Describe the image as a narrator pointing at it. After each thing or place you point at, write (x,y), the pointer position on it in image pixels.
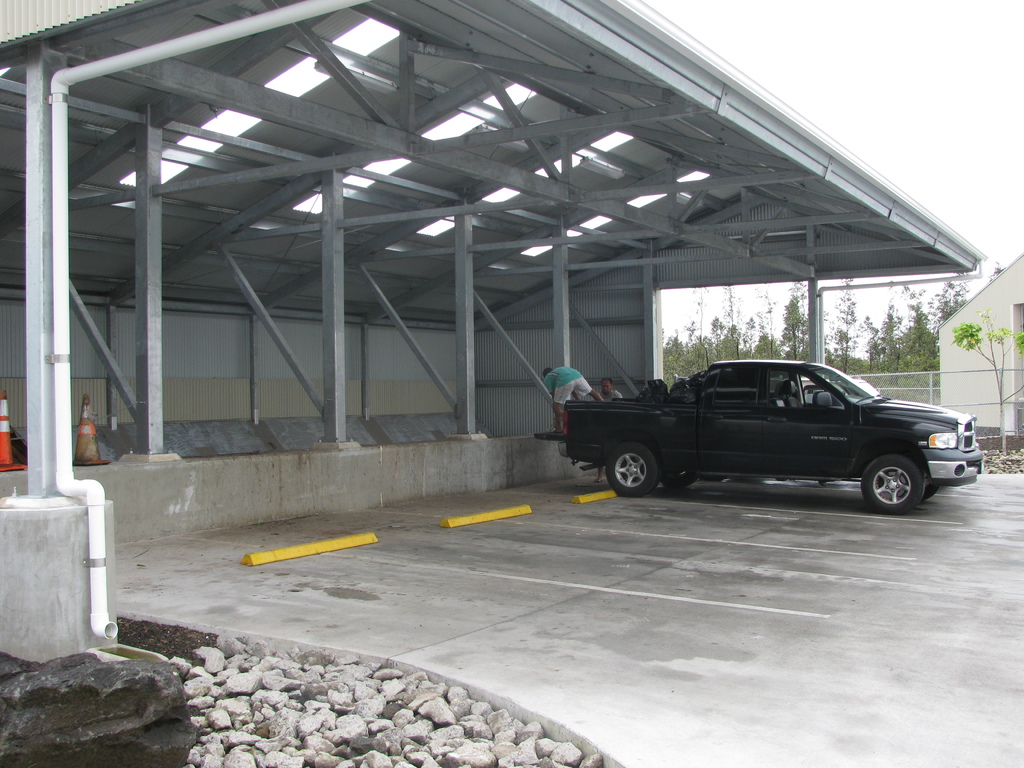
On the left side of this image (107,258) there is a veranda (216,192). Under this a black color truck (738,442) is placed on the floor (615,516) and there are two persons (592,392). At the bottom of the image (233,709) I can see the stones (224,712). On the right side (995,405), I can see a building (1006,297) and many trees (769,339). At the top of the image (911,41) I can see the sky (912,75).
